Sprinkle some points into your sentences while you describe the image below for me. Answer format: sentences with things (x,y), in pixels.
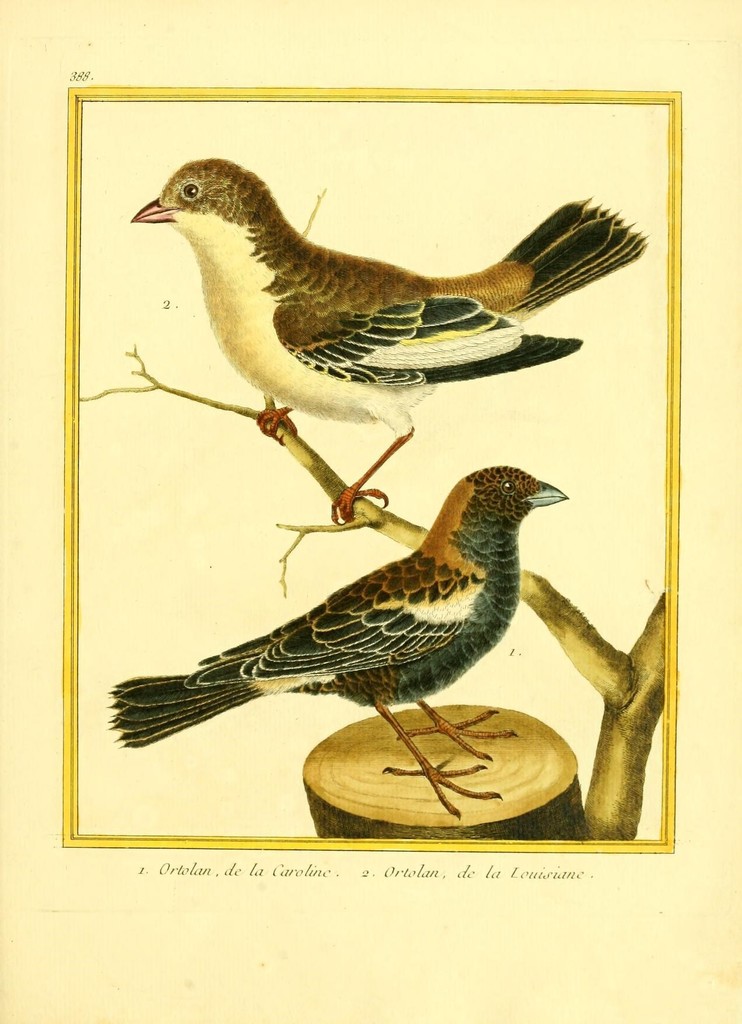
In this picture we can see two birds (384,629) are present and also tree trunk (397,764), branch (603,695) are there. At the bottom of the image (387,876) some text (327,874) is there.
